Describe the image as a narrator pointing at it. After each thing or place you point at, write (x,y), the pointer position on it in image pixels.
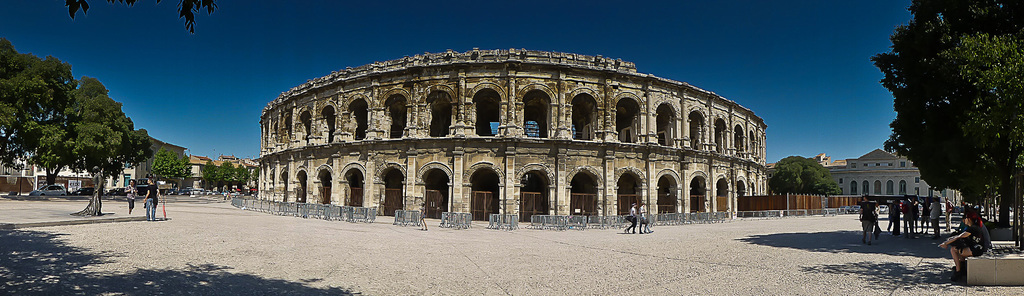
Sky (494,35) is in blue color. Here we can see buildings (622,165), people (154,180) and trees (982,72).
